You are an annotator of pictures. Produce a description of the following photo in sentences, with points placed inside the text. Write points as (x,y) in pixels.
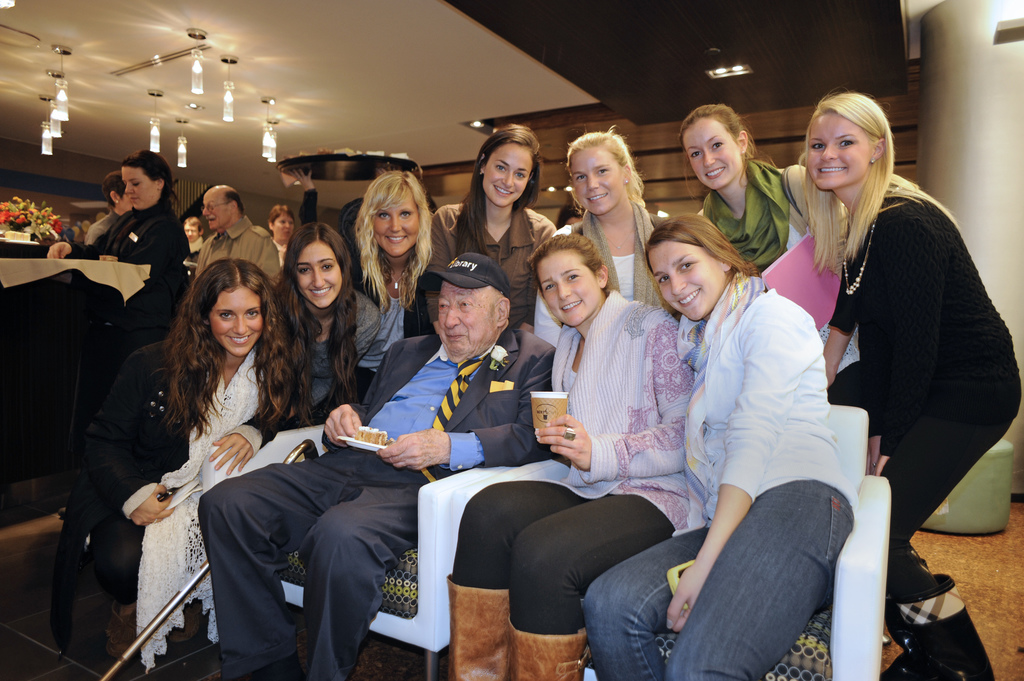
In this image there are three people (520,538) sitting on chairs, in the background (89,375) there are people (368,225) standing, at the top (345,38) there is a roof (431,47) and lights (227,65).
